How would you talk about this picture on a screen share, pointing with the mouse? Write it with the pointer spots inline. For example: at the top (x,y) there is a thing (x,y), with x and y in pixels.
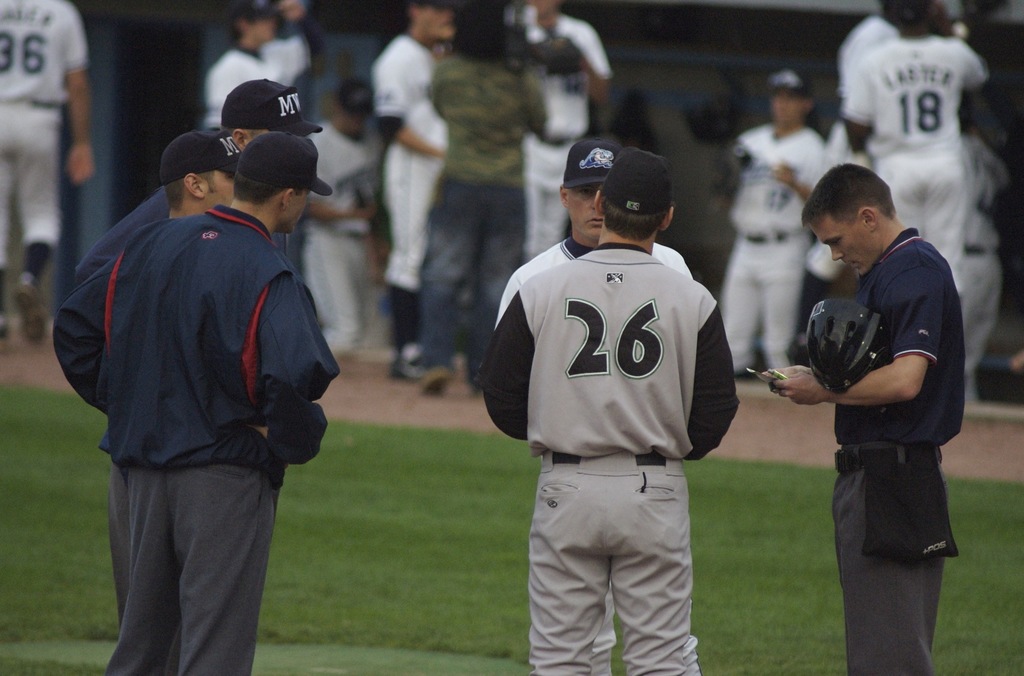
In the foreground (252,145) I can see a few men (820,205) standing on the green grass (289,586) and looks like they are having a conversation. I can see a man (799,376) on the right side (912,281) is holding a paper (755,374) in his hand (807,376) and this is looking like a helmet (834,355). In the background (779,350), I can see a group of sportsmen (412,94).
